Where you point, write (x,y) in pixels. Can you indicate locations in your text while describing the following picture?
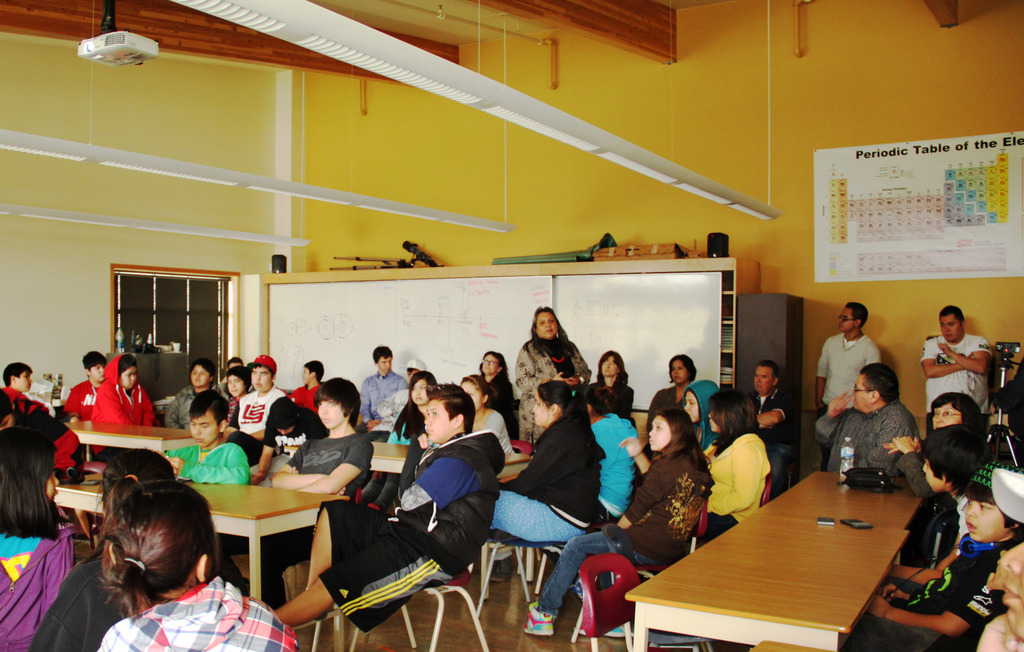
In this picture there are group of people (108,362) those who are sitting and there are tables (232,505) in front of them there is a projector (133,58) above the area of the image, it seems to be a class room (714,287), there is a window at the left side of the image (117,351).
